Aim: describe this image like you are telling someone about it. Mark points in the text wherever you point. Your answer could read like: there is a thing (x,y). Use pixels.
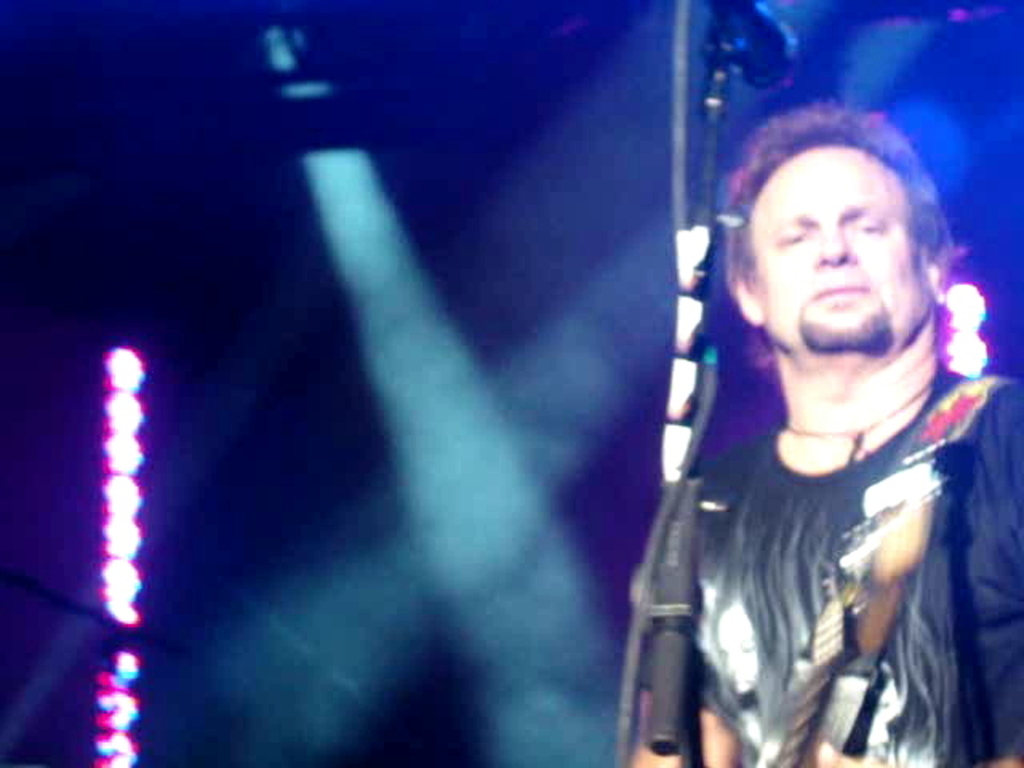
This image consists of a man (748,508) wearing a black T-shirt (760,494) and playing a guitar (829,614). In front of him, there is a mic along with the mic stand (649,705). In the background (436,418), we can see light rays (355,234). And it is too dark.
